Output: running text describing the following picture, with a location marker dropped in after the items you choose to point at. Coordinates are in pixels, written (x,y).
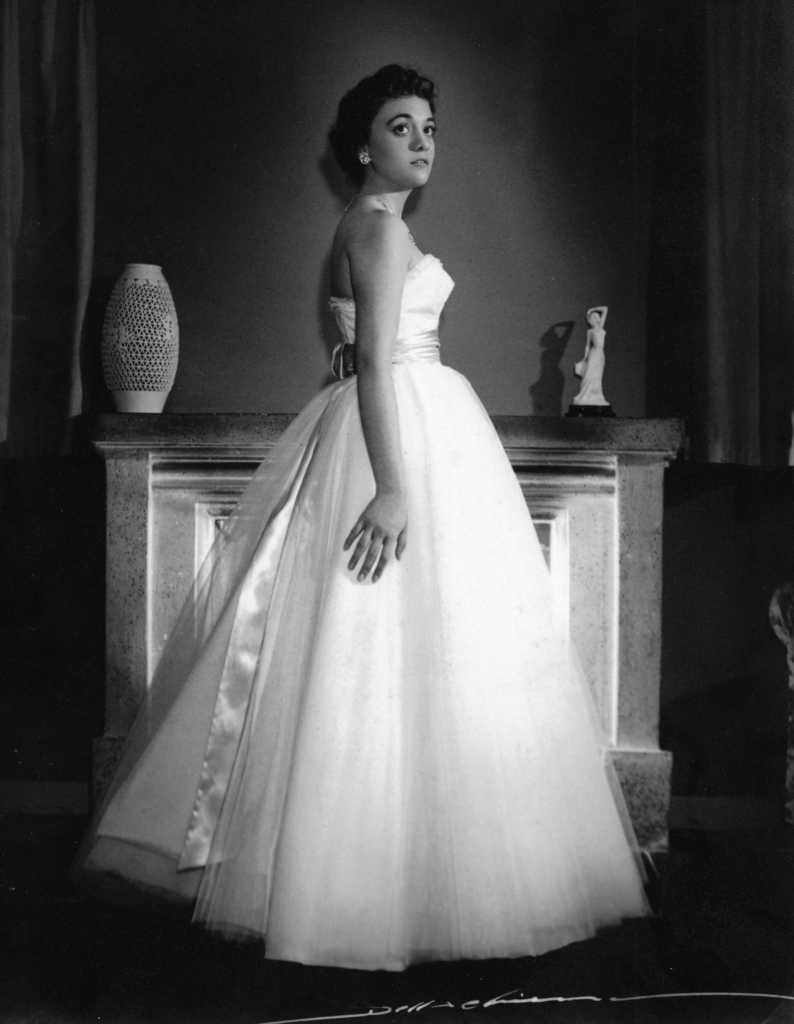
There is a woman (451,579) standing. In the background (582,400) we can see statue (593,400) and object (141,394) on the surface (620,455) and wall (499,45). At the bottom of the image (355,1016) we can see text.
